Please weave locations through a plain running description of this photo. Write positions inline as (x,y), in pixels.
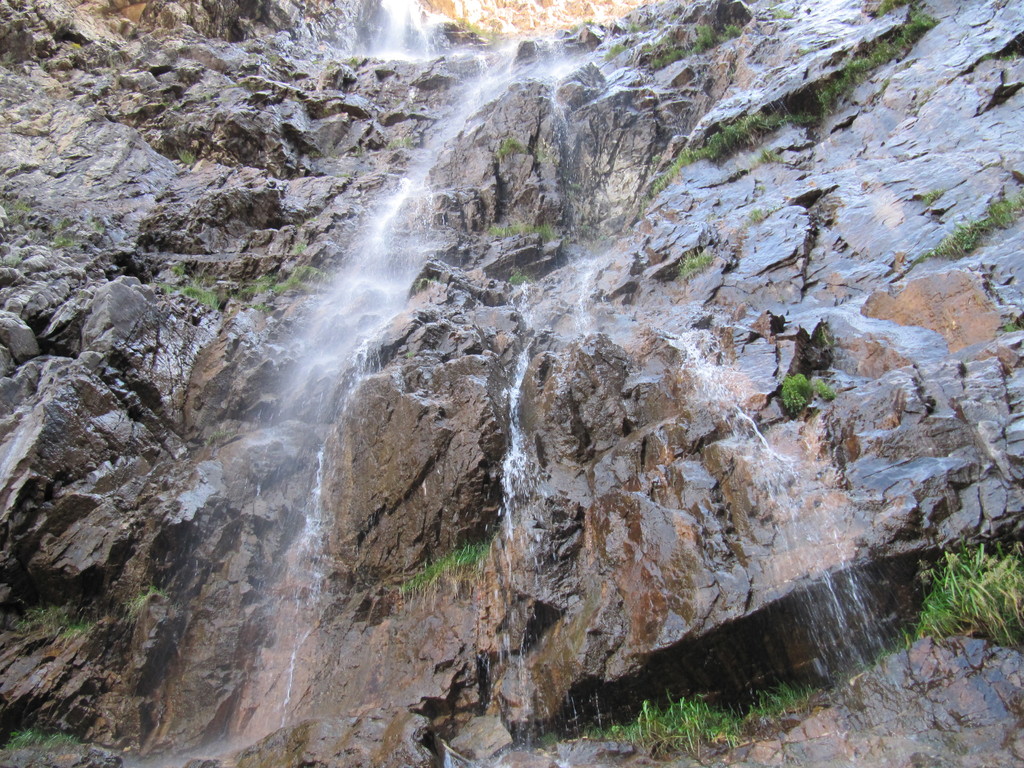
In this picture we can see the close view of the mountain rock (454,408) with waterfall (368,255).
